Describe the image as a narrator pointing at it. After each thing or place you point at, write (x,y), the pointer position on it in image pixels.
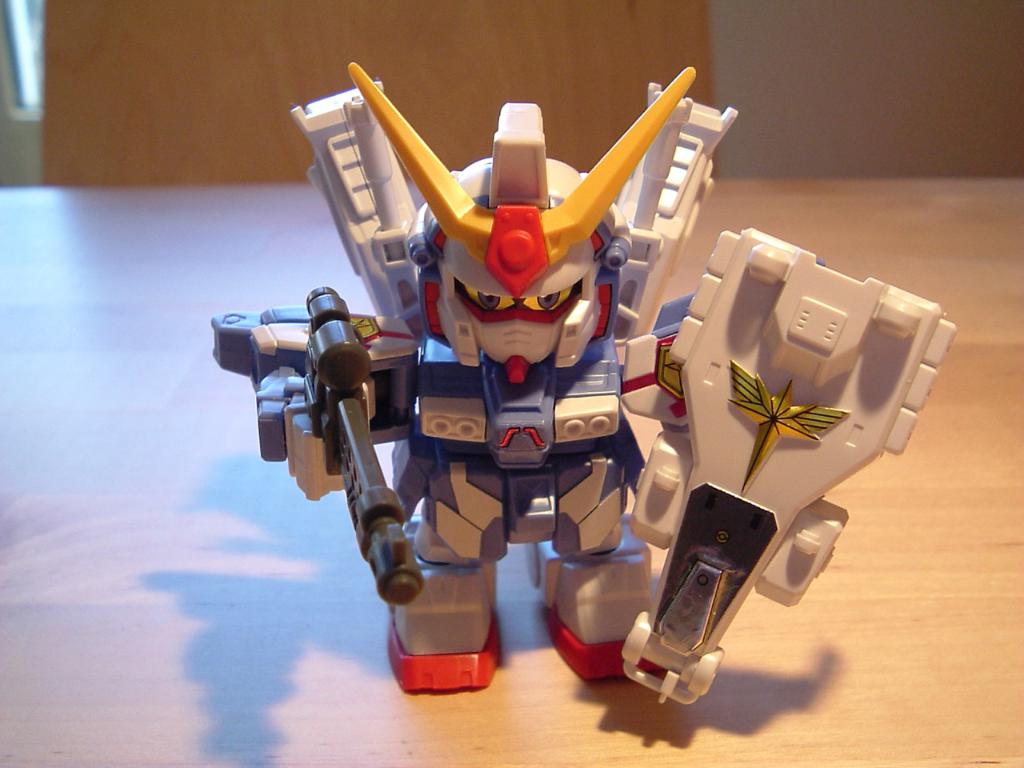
This is a picture of a toy robot (378,472) on the wooden board (5,505).
